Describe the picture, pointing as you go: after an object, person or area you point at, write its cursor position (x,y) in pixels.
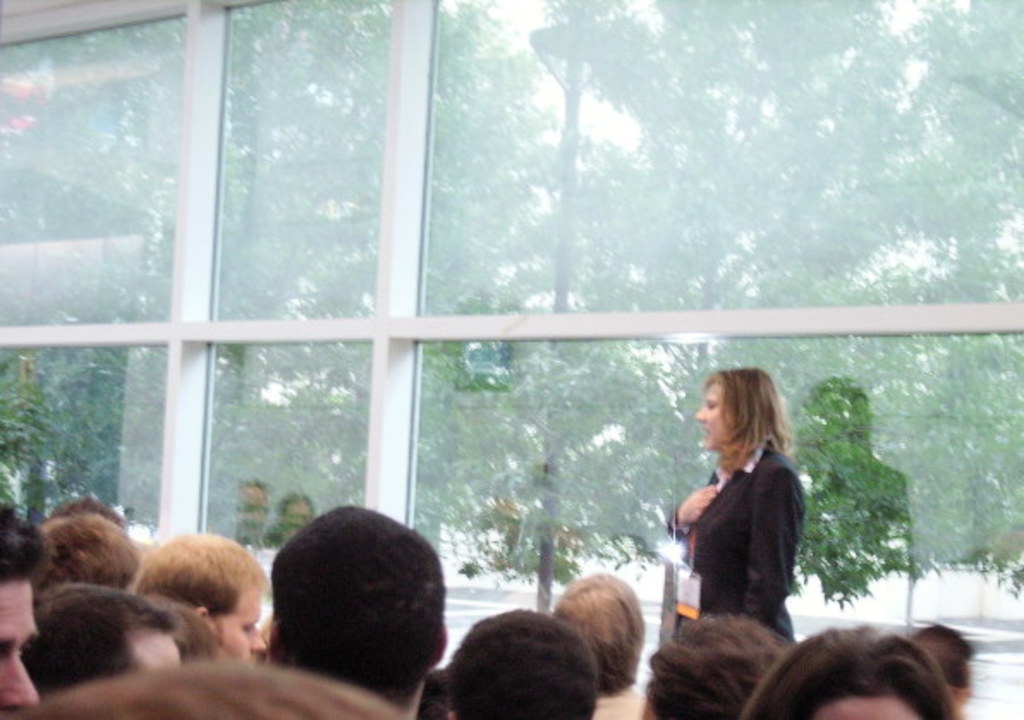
In this image we can see a few people (386,550), there are windows (377,262), we can see trees (492,269), and the sky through the windows (520,153), also we can see the reflections (821,384) of people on the window glass (585,438).
